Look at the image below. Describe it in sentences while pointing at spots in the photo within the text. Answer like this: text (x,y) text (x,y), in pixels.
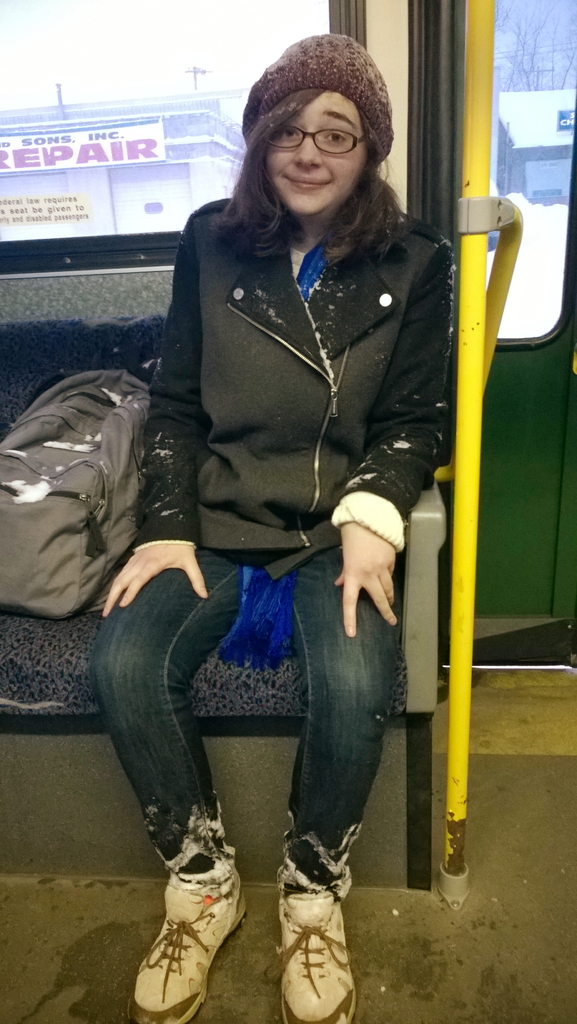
This is the picture of a vehicle (447,165). In this image there is a woman (331,398) sitting on the seat (0,372) and there is a bag (116,497) on the seat (24,677). On the right side of the image (567,523) there is a door (550,353). Behind the window (16,140) there are buildings (550,107) and trees (555,78). At the top (156,34) there is sky (172,40). At the bottom (322,859) there is snow (539,248).
